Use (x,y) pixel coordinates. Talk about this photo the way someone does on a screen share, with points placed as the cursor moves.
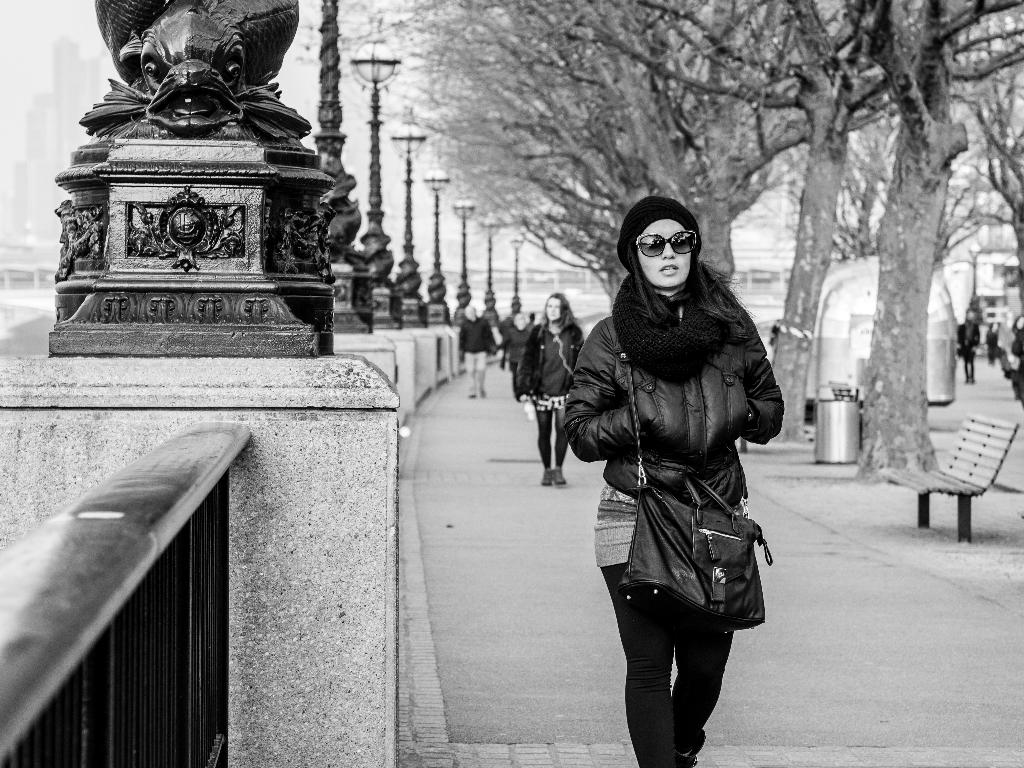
In front of the image there are a few people (522,363) walking on the pavement (527,494), on the left side of the pavement (535,504) there are lamp posts (286,260) on the concrete structures (208,382), beside that there are metal rod fences (148,536). On the right side of the image (716,231) there are trees (780,378), trash cans (832,436), benches (976,459). In the background of the image (967,346) there are a few other people (992,335) walking on the roads (989,369) and there are buildings (993,310).
